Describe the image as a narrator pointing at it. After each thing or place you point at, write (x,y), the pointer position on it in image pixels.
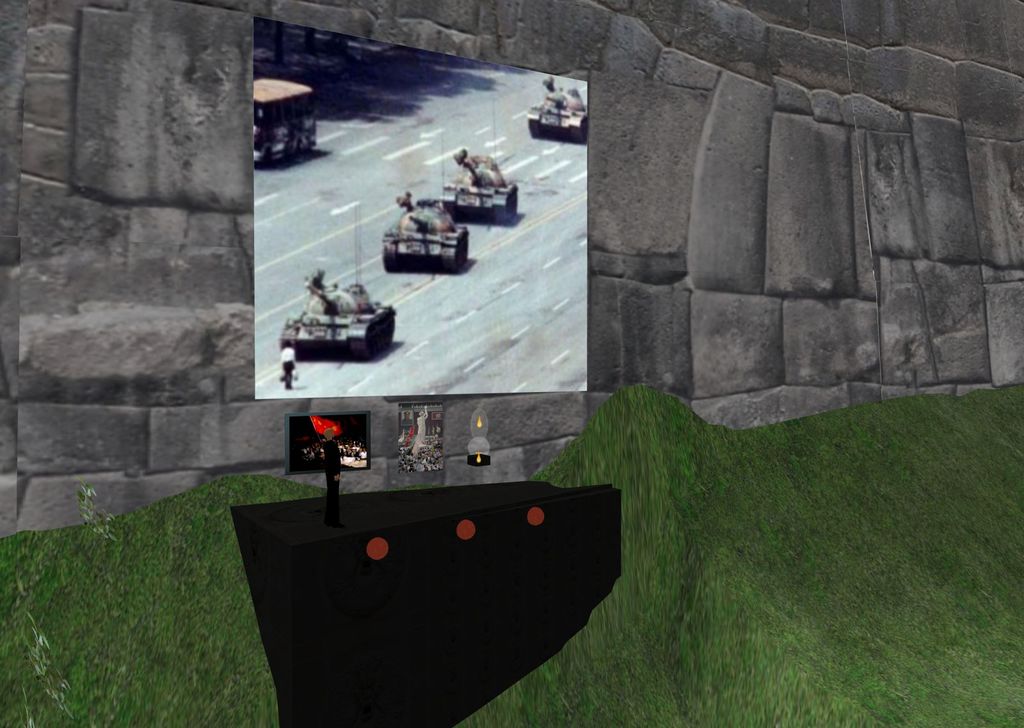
This is a picture of an animation. In the center of the picture (532,292) there is a screen (409,389) and platform (408,564). At the bottom (121,668) it is grass (943,594). At the top (743,90) it is wall (744,342).
